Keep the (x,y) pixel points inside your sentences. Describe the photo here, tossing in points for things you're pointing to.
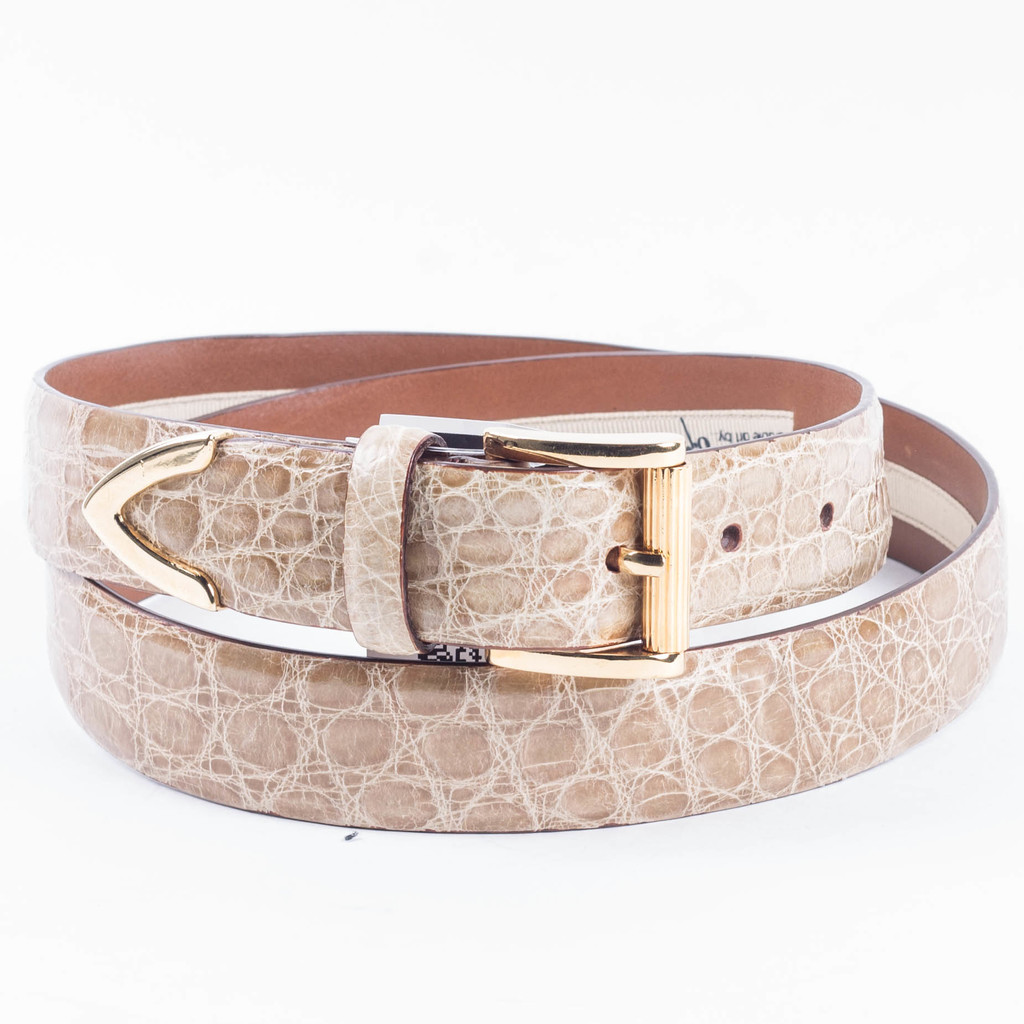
In this image there is a leather belt (508,594). Background (948,34) is white in color.
